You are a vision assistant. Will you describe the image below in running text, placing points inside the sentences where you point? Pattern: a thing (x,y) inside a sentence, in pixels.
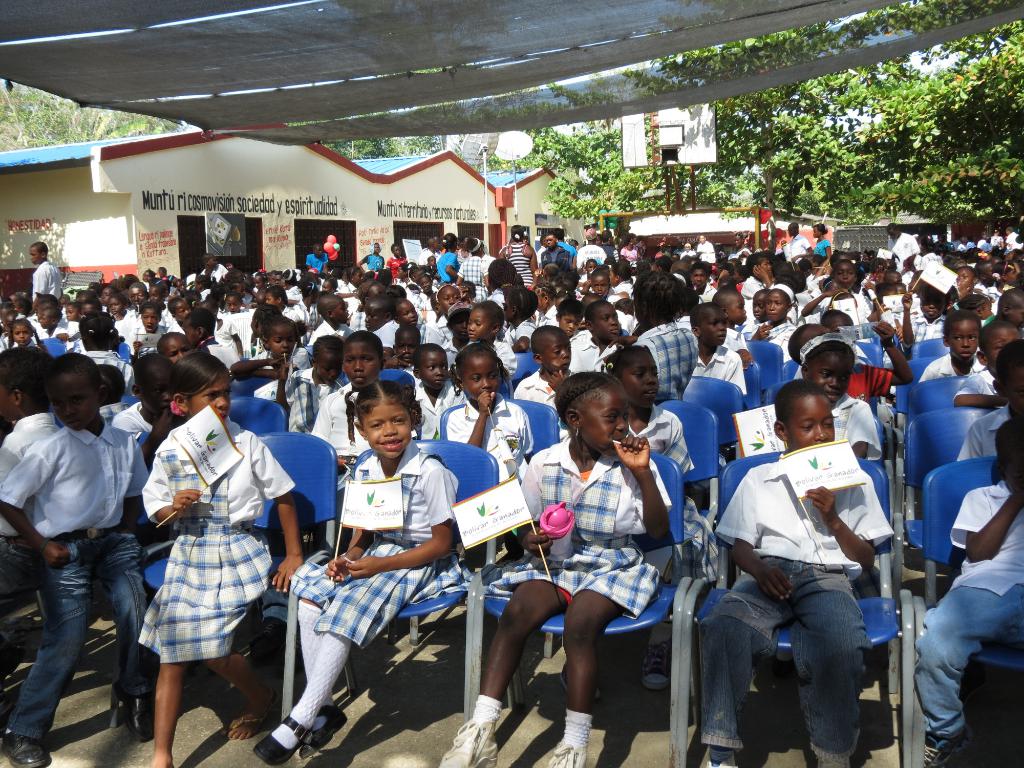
In this image there are group of children (415,418) sitting on the chairs (668,456), they are wearing uniforms (806,582), they are holding an object (525,504), there are group of persons (586,251) standing, there is a building (530,225) towards the left of the image (264,203), there is text (33,221) on the building (77,224), there is a backboard (675,148), there are trees (739,154), there is a roof (233,48) towards the top of the image (514,69).
